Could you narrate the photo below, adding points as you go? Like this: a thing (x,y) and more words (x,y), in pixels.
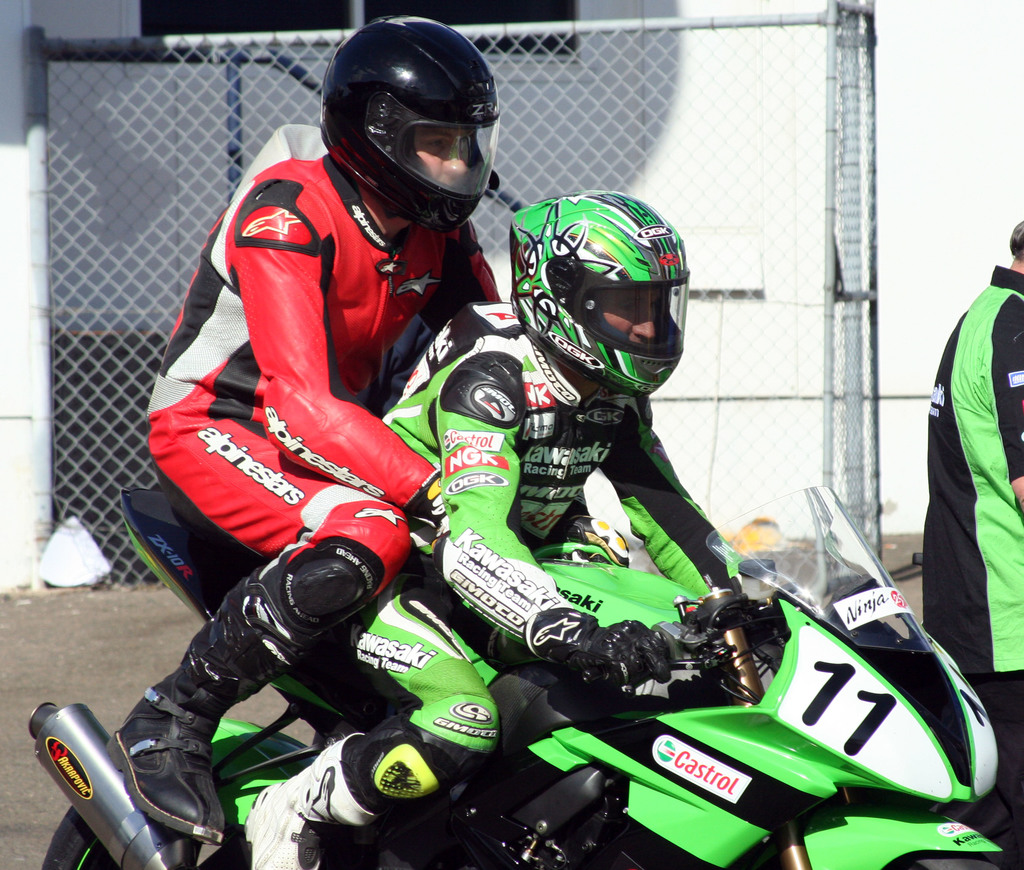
In this picture a person (432,554) riding a motorcycle (893,607) and there is a another person (251,503) sitting behind him. We can see a person (983,634) standing behind the motorcycle (738,609) and there is a wall (989,129) in the background (1018,140).
